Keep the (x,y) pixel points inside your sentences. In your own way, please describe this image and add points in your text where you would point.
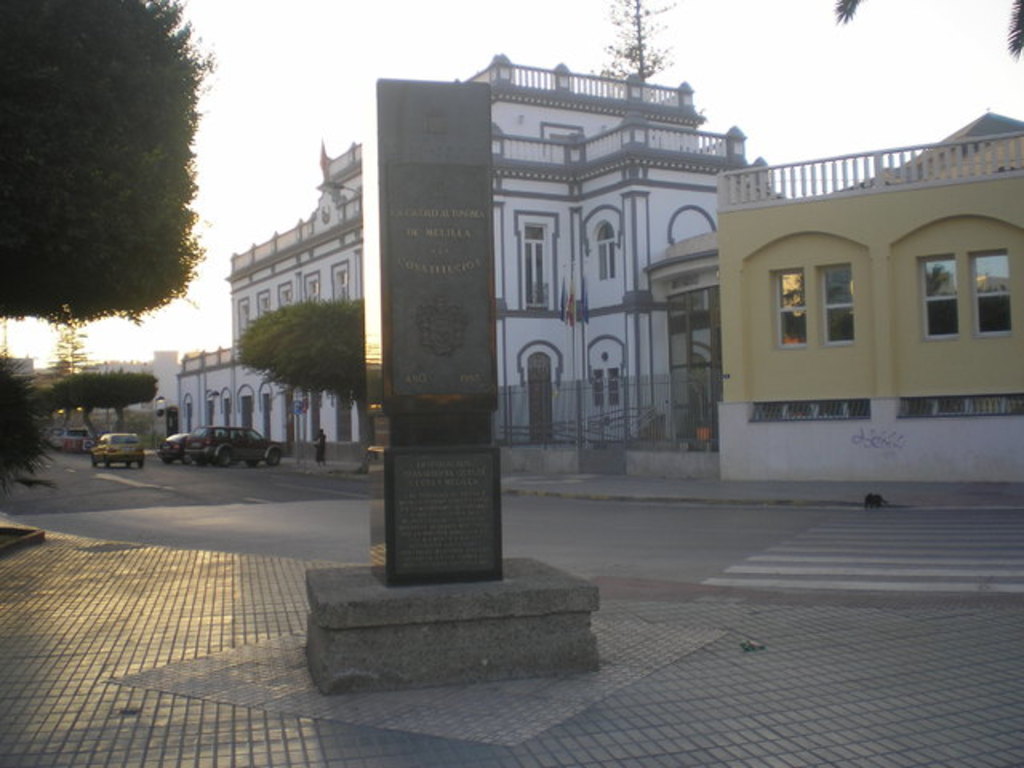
In the center of the image (451,283) there is a memorial (473,407). In the background of the image (597,182) there are houses (340,412). There are vehicles (87,441) on the road (215,481). To the left side of the image (27,448) there are trees (49,99). At the top of the image (296,46) there is sky (864,41). At the bottom of the image (326,709) there is pavement (220,704).
